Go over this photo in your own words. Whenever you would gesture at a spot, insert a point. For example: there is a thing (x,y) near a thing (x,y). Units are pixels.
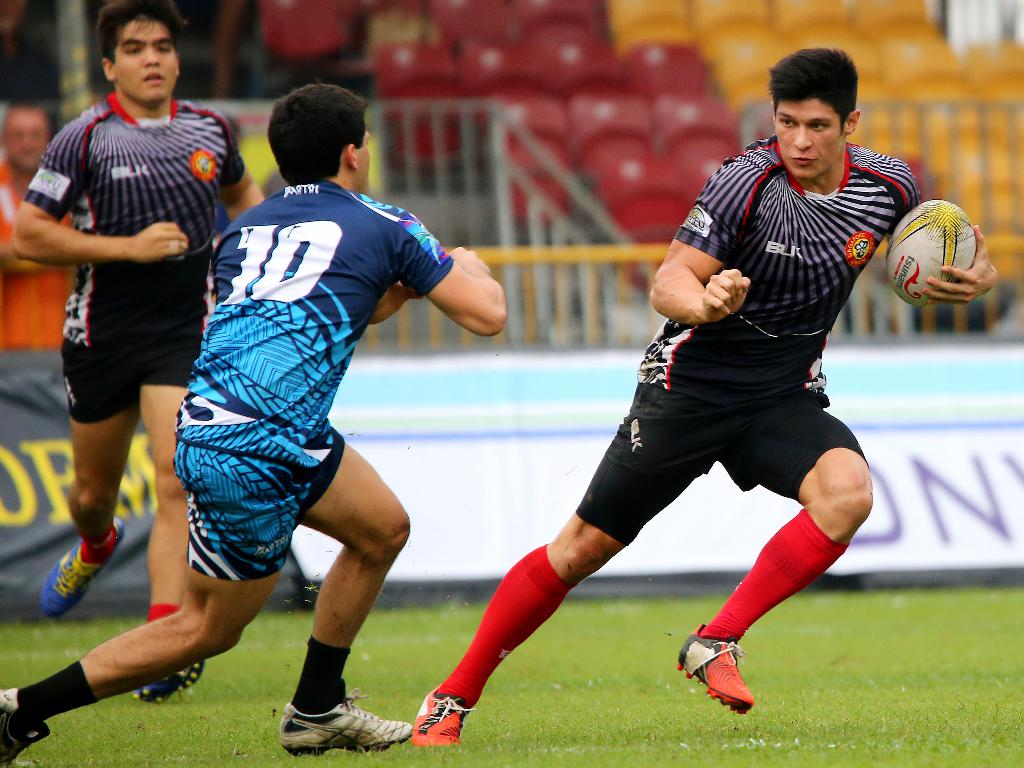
This Picture describe about three boys (261,289) playing a rugby game in the stadium (492,215), behind we can see the red and yellow chair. In front (801,219) a boy (792,313) wearing black and white striped t-shirt (793,291), short (671,485) and red color shoe (709,648) and socks (802,533) holding a ball (926,261) and running.
